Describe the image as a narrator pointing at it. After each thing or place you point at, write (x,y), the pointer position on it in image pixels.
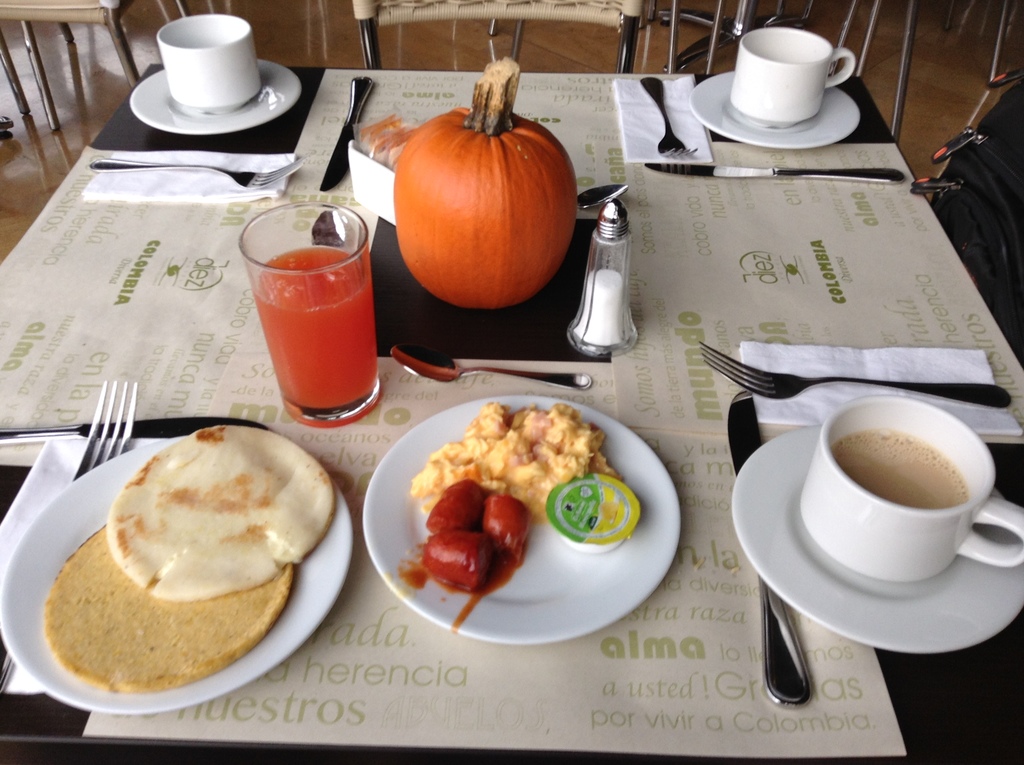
In this image I can see few cups (906,511), plates (795,464), few forks (659,97), knives (742,450), a glass (340,280) and food (179,518) in plates (35,595). I can also see few chairs (85,14) and a table (213,295).
